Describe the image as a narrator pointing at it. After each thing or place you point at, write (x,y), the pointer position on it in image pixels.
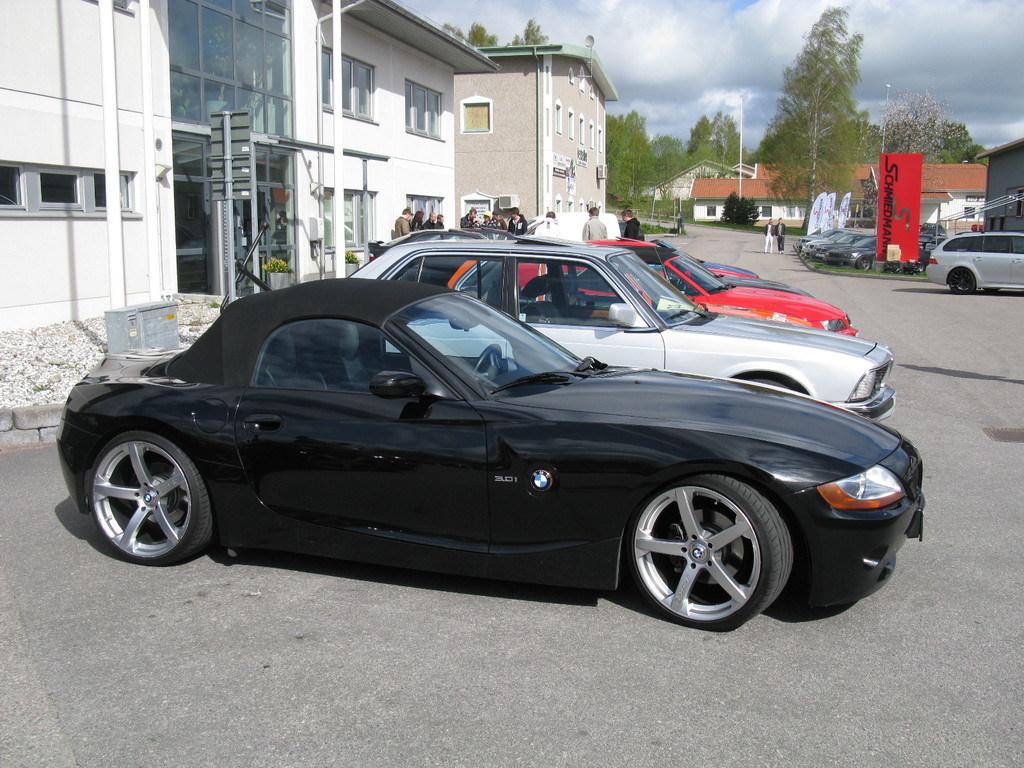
This image consists of many cars (735,302) parked on the road (280,634). In the front (540,560), there is a black car (626,511). At the bottom (398,667), there is a road (398,667). On the left (100,125), there are buildings (253,84). In the background (644,166), we can see the houses (1009,175) and trees (636,182). On the right (903,247), there are cars (984,258) and a board (910,224) in red color. At the top (741,76), there are clouds (747,19) in the sky (748,6).
